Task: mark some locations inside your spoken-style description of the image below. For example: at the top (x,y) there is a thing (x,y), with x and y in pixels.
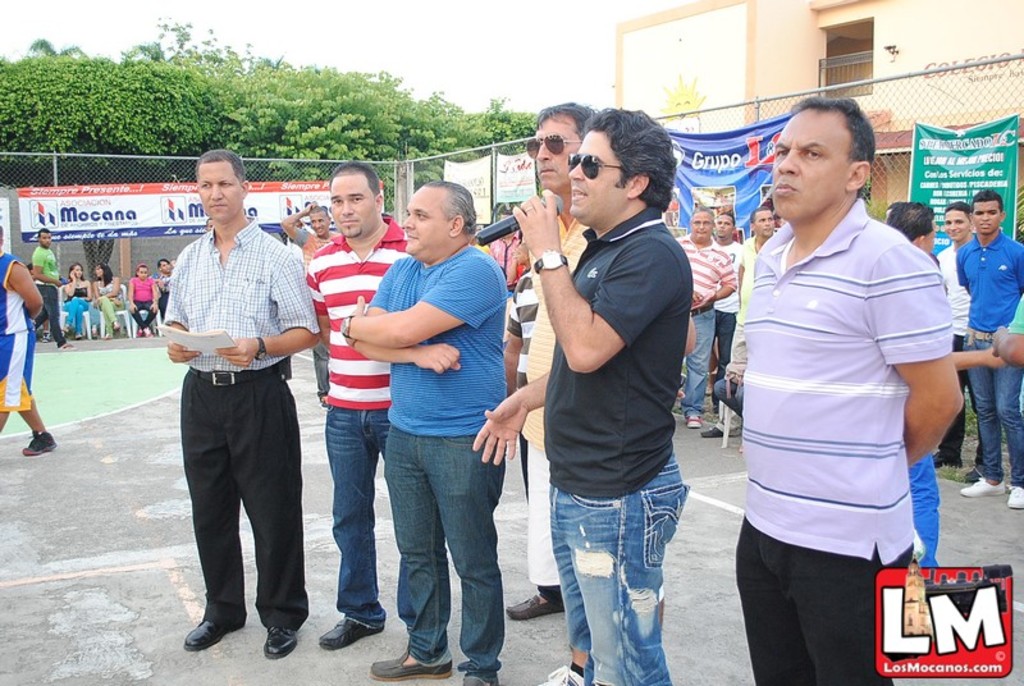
In the picture we can see some men (386,407) are standing and one man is holding a microphone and talking, in the background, we can see some people (1017,484) are standing near the fencing wall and some banners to it and some people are sitting on the chairs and behind the fencing wall (915,78) we can see trees (412,156), building (780,86) and sky (328,43).
